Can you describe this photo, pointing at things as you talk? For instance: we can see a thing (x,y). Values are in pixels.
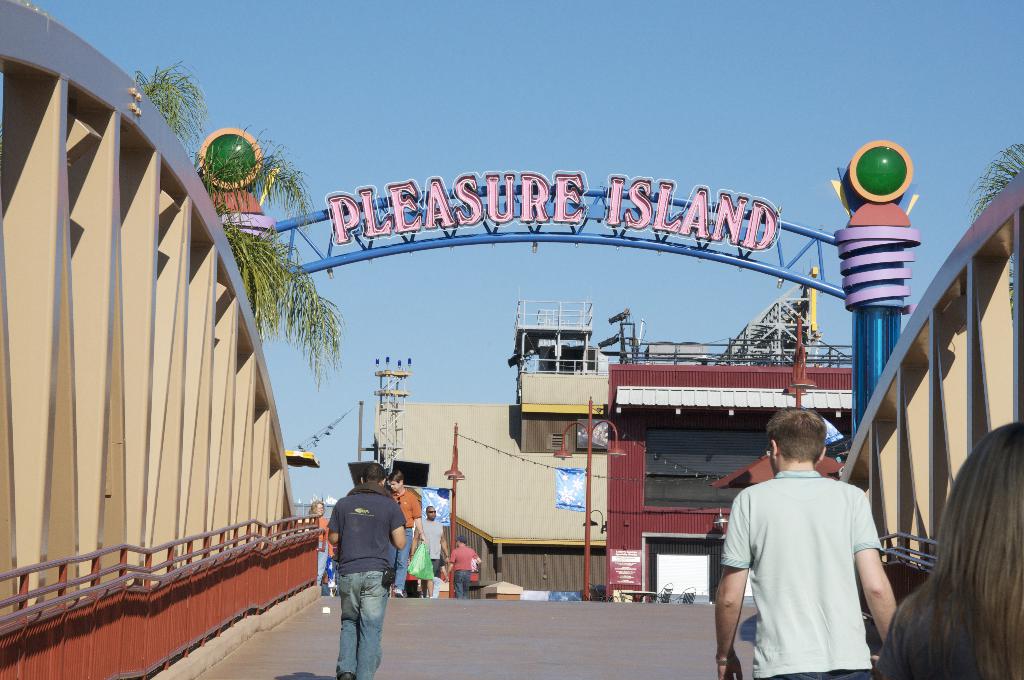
This image is clicked outside. There are buildings (688,470) in the middle (550,450). There is a bridge (745,608), there are some persons (726,636) walking in the middle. There is sky (495,324) at the top (393,78). There are trees (327,342) on the left side (318,348) and right side (1008,179).
